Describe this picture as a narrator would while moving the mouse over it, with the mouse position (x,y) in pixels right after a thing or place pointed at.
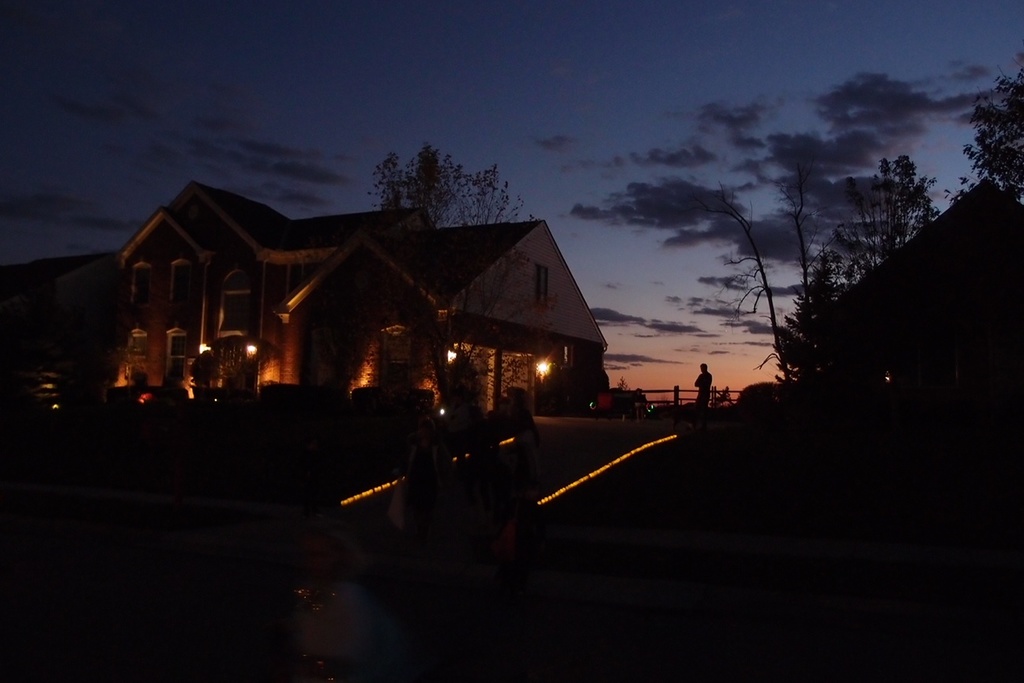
In the image we can see a building (313,266) and the windows (141,285) of the building (166,355). There is a light (251,353) and a person (700,393) standing, there are trees (833,296), footpath (597,437) and a sky (649,180). This is a road (276,590).
